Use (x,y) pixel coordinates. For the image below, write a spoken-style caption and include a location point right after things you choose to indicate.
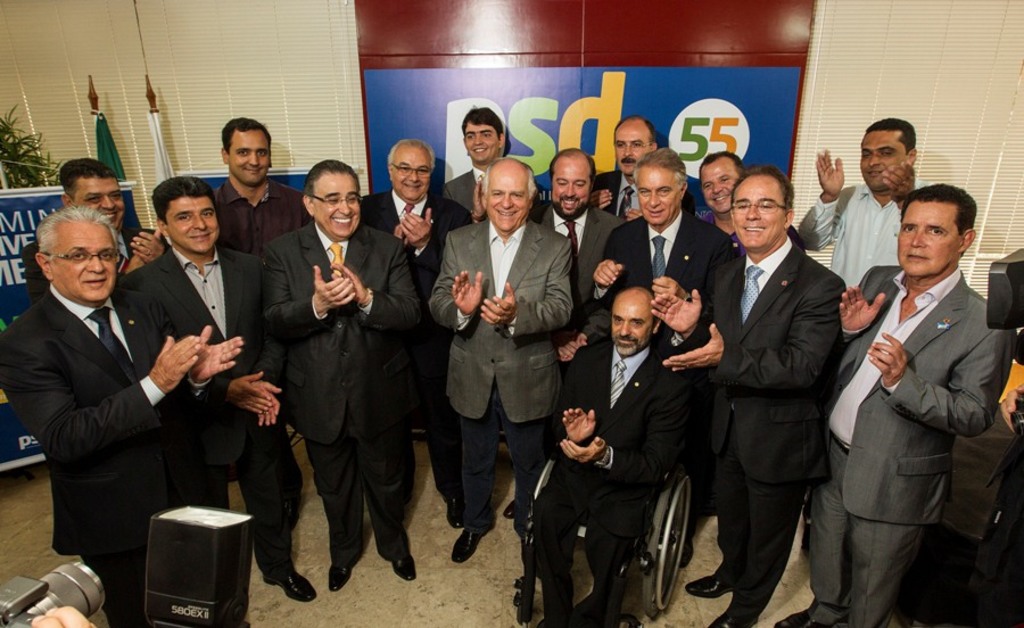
In this image we can see a group of people (524,285) standing on the floor (420,488) clapping their hands (356,297). In that a man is sitting on a wheelchair (515,583). On the left side (152,610) we can see a flash (154,623) and a camera (2,601). On the backside (570,74) we can see some boards (405,90), flags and a wall (537,43).
